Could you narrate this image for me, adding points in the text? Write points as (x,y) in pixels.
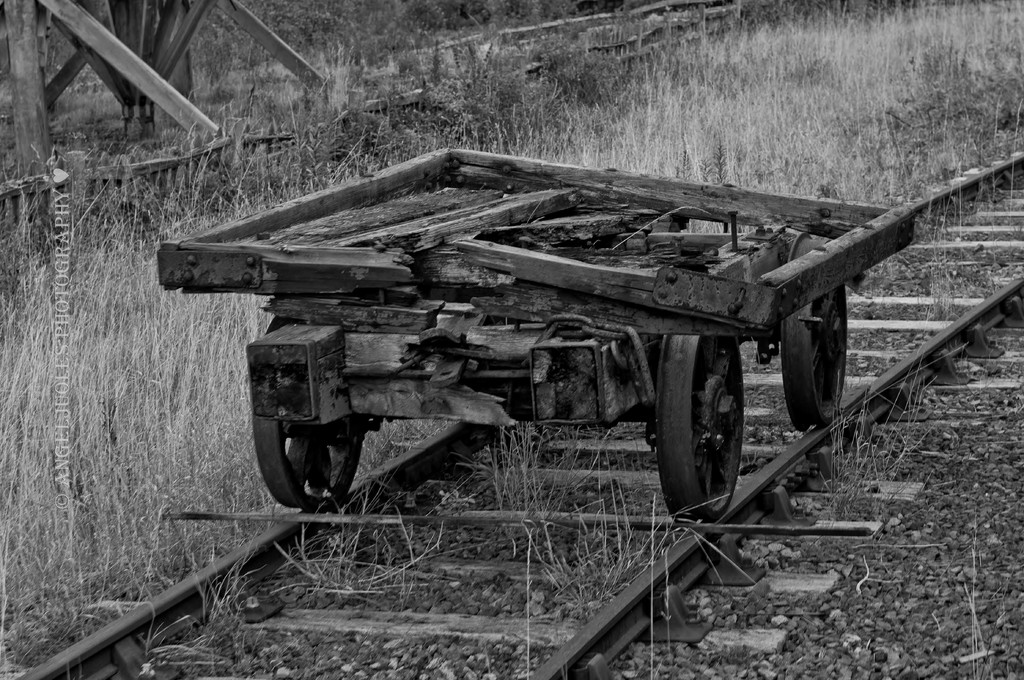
There is a broken vehicle (608,295) on the railway track (641,477) and there is a stick (567,517) in front of it and there is grass (152,376) beside it.
